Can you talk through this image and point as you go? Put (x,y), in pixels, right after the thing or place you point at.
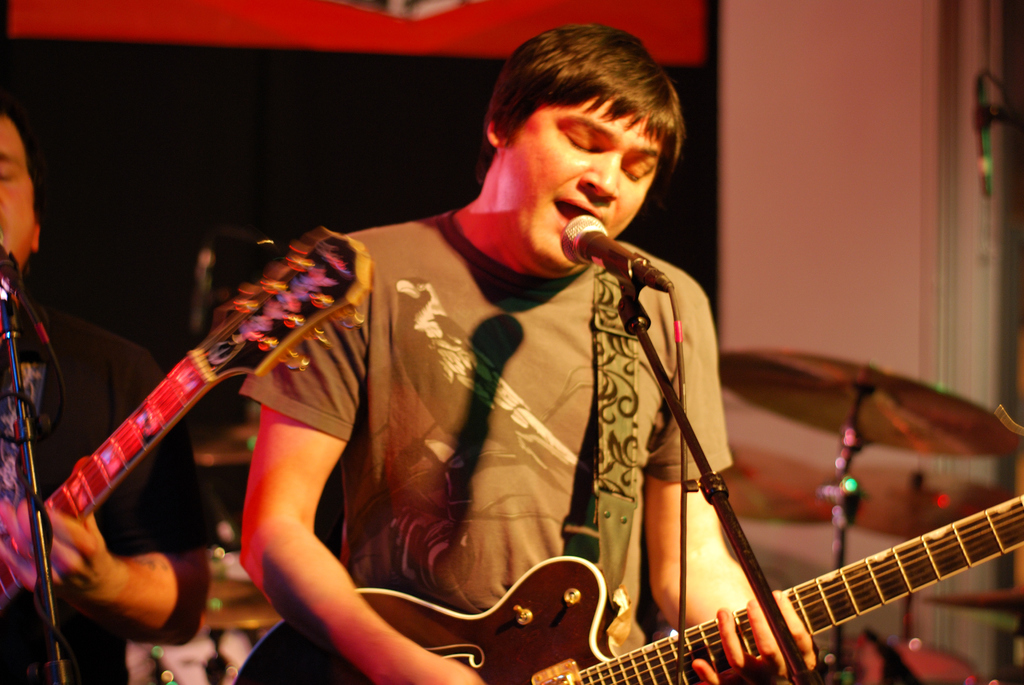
This is a picture of a man (489,394) in brown t shirt (486,467) holding a guitar (461,641) and singing a song in front of the man (562,262) there is a microphone (607,254) with stand (711,501). and to the left side of the man (430,444) there is other man (141,498) in black t shirt (140,512) was also holding a guitar (100,461) and singing a song. Behind the people (306,417) there are some music instruments (894,443) and a wall (808,219).
